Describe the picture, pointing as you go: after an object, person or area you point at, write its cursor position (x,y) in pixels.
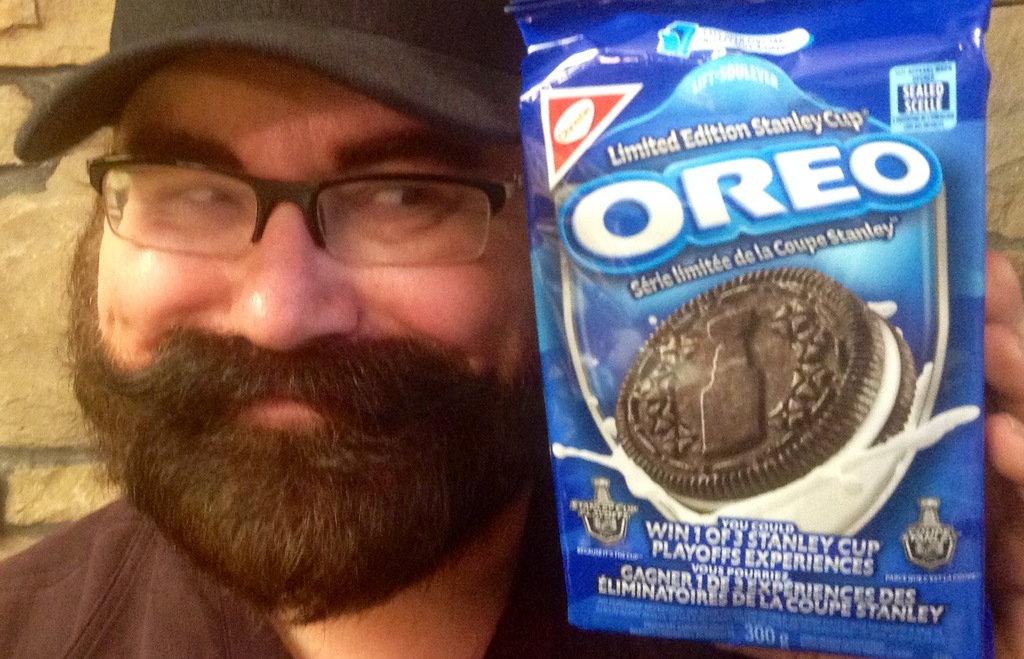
In this image we can see a person (512,287) wearing the cap (469,132) is holding a packet (894,265) in his hand (1021,337). In the background (58,54), we can see a wall (60,391).
